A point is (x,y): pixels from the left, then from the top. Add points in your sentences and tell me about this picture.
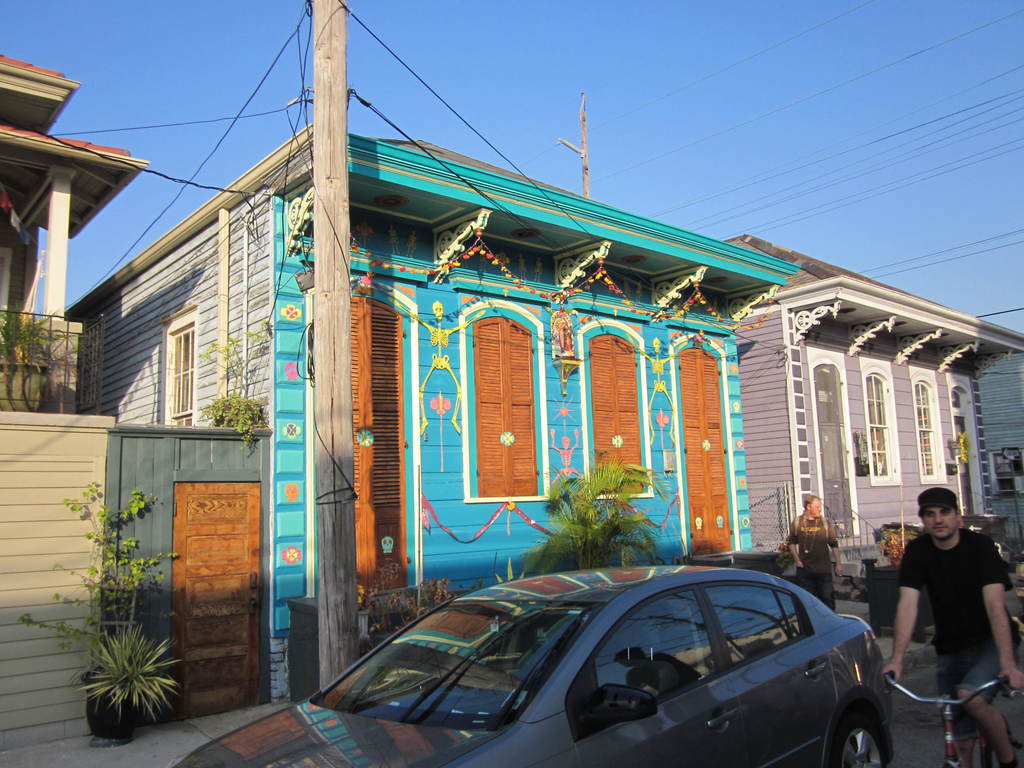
In the picture we have a car (638,601) and a man (908,625) riding a bicycle (919,701) and a person (826,570) behind the car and also we have a current pole (339,46) which has wires (438,160) connected to the houses (579,240). We have two houses (601,222) here, One of it has blue roof (646,243) and the other has white color roof (813,274). The one which is blue colored roof (454,168) has orange color windows (512,342) and door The one with white roof (877,302) has white color windows (882,380) and also we can see some plants (145,573) in front of the house (733,453). And some decorative hangings (479,250) for the roof (385,162).
